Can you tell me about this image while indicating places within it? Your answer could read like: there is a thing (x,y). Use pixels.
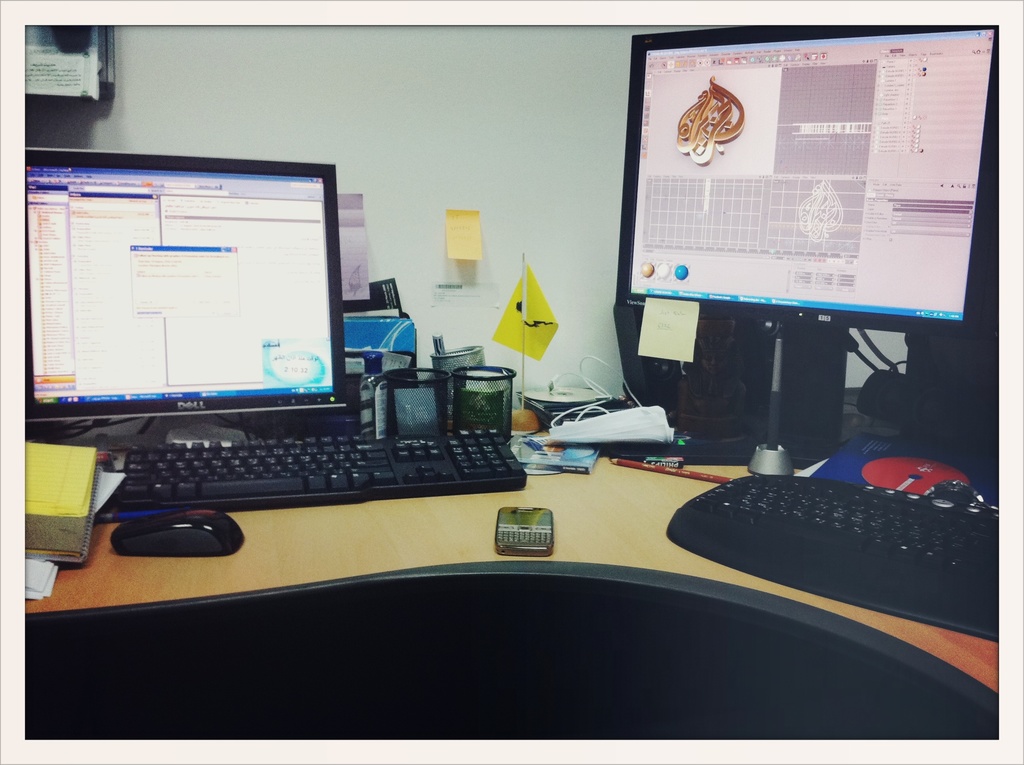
On a table (563,526) there is a mobile (523,526), mouse (203,530), keyboard (284,476), monitor (237,288), container (476,400), flag (532,308) and pen (704,478). On wall (413,206) there is a note (461,225). This is screen (795,153).
